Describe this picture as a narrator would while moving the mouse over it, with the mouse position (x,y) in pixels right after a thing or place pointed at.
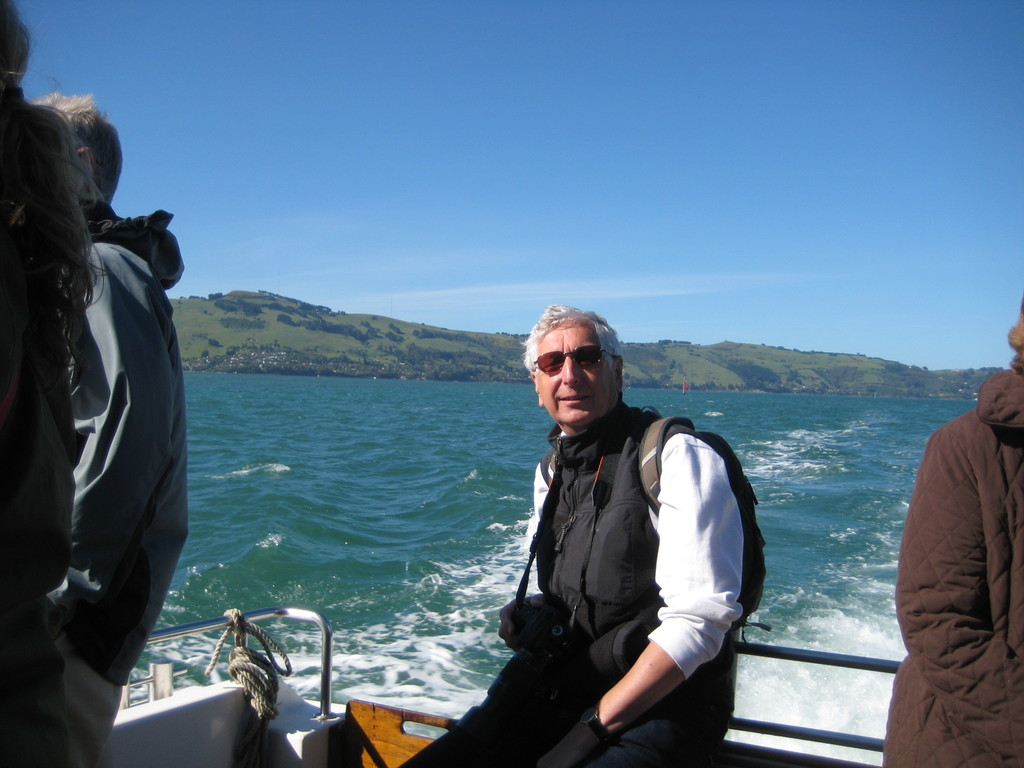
In this picture I can see few persons (664,463) on the boat (284,704), which is on the water (842,483). I can see hills (667,375), and in the background (774,246) there is the sky (795,154).
